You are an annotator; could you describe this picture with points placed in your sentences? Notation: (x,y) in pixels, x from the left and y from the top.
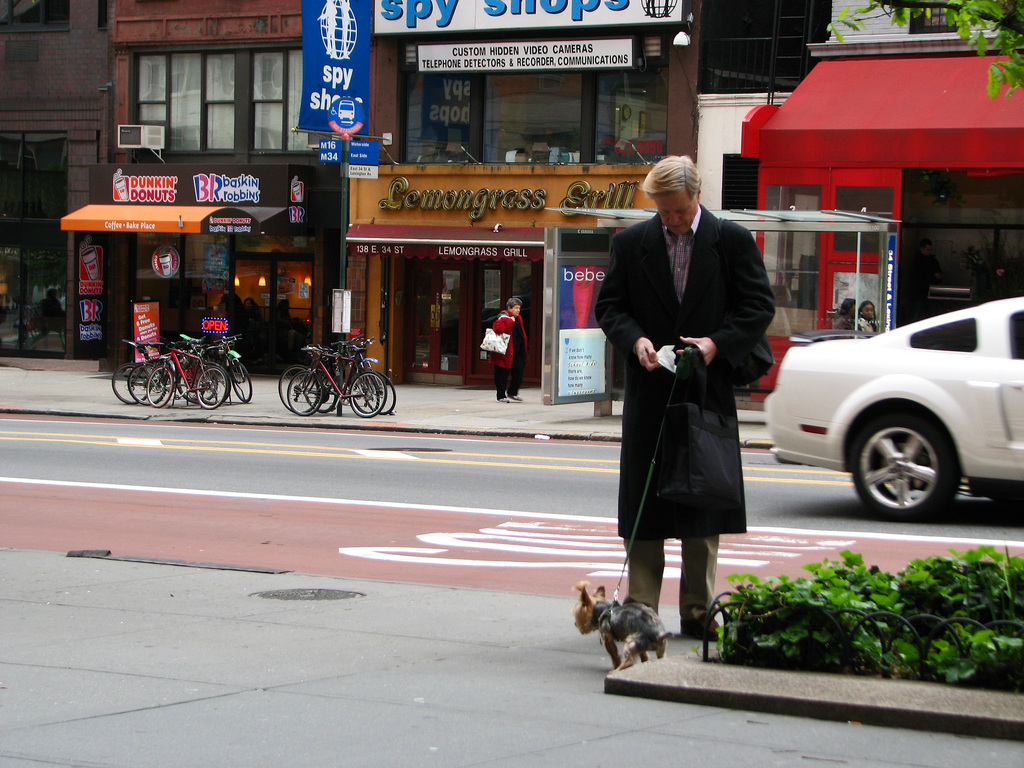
In this image we can see a person (645,436) holding a leash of a dog (631,613). Beside the person (719,515) there are few plants (954,607). Behind the person (680,256) there are few buildings (484,301), some text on it, few bicycles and a car (841,383) on the right (793,387).
